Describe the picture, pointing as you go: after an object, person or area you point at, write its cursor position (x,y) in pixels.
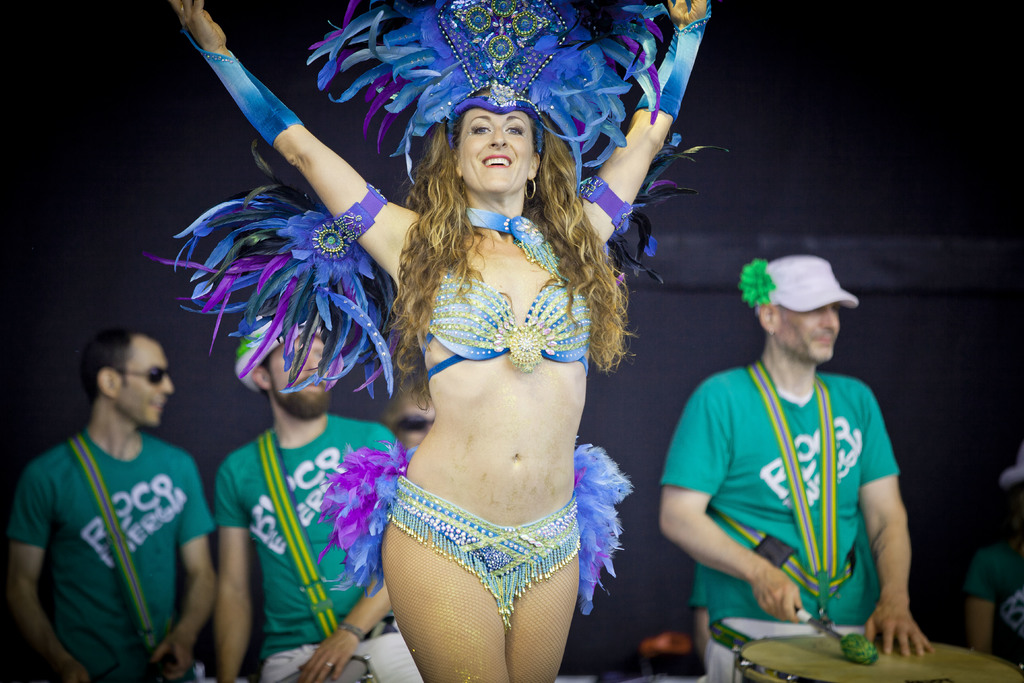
In this image I can see a person (539,346) is standing and wearing different color costume (636,36). Back I can see few people (685,538) are wearing white and green color dresses (780,525) and they are holding something (847,643). Background (956,513) is black in color.
